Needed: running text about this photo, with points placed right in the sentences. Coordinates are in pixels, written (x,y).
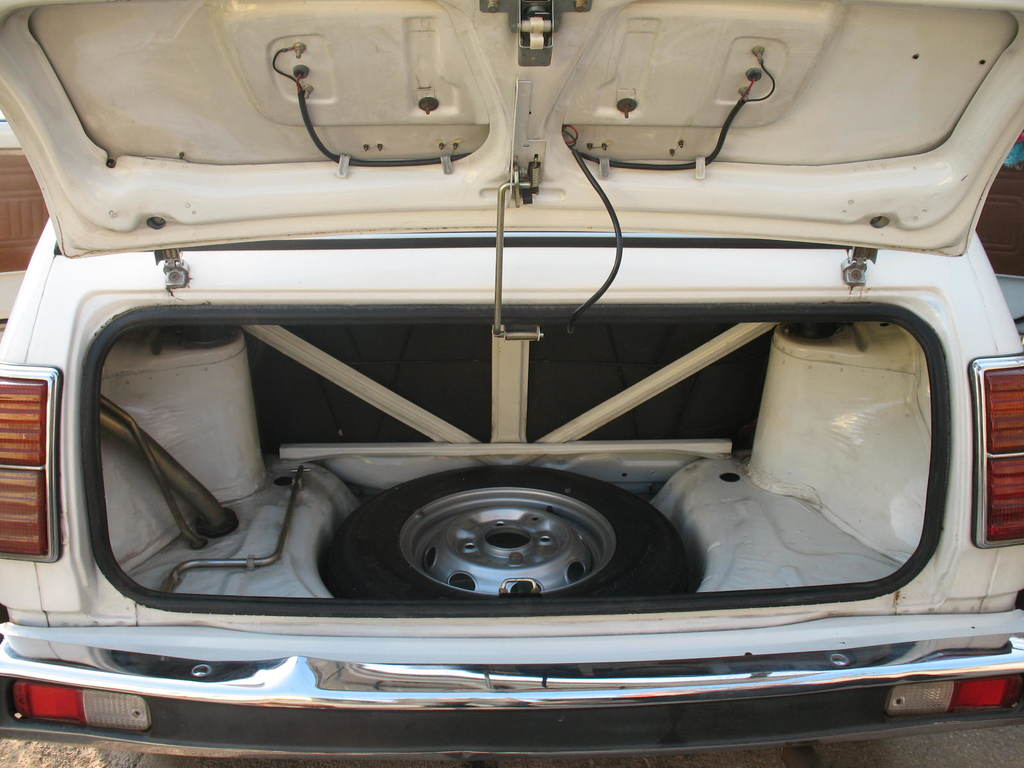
We can see white vehicle (598,347) and we can see tire (598,530) and rod (296,482) in a vehicle (408,454).
